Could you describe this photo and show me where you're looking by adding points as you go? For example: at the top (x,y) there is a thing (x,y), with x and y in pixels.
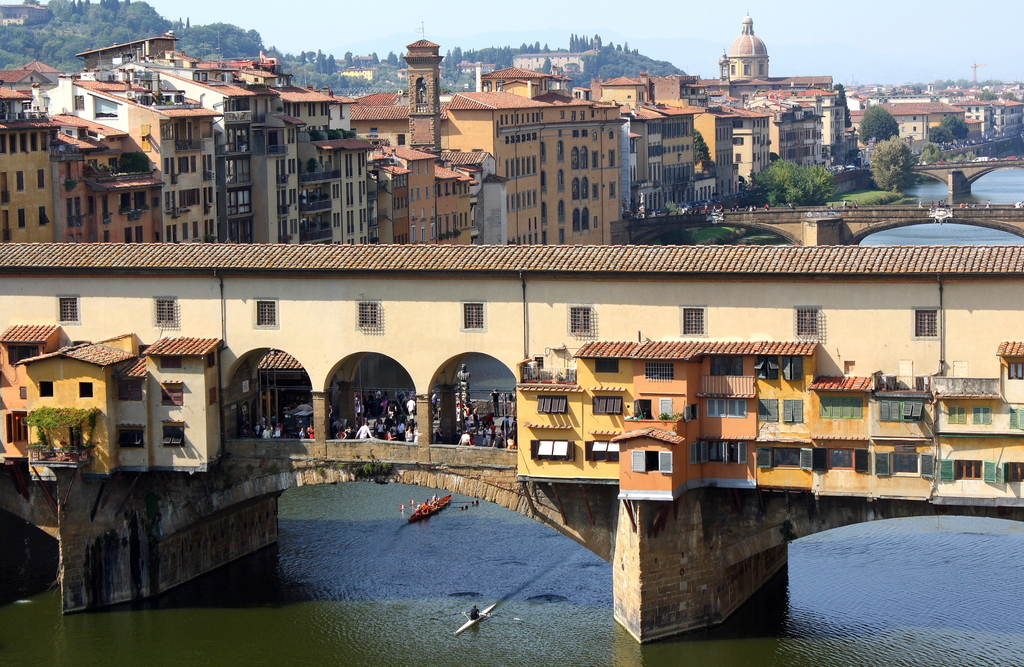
In this image we can see the bridge (655,551) with the buildings (663,443). We can also see the people (374,421). In the background (243,190) we can see many buildings (677,123), trees (61,47), hill (338,57) and also the bridges (872,211). We can also see the sky (908,35). At the bottom (422,513) we can see the boats (440,505) on the surface of the water (474,647).
